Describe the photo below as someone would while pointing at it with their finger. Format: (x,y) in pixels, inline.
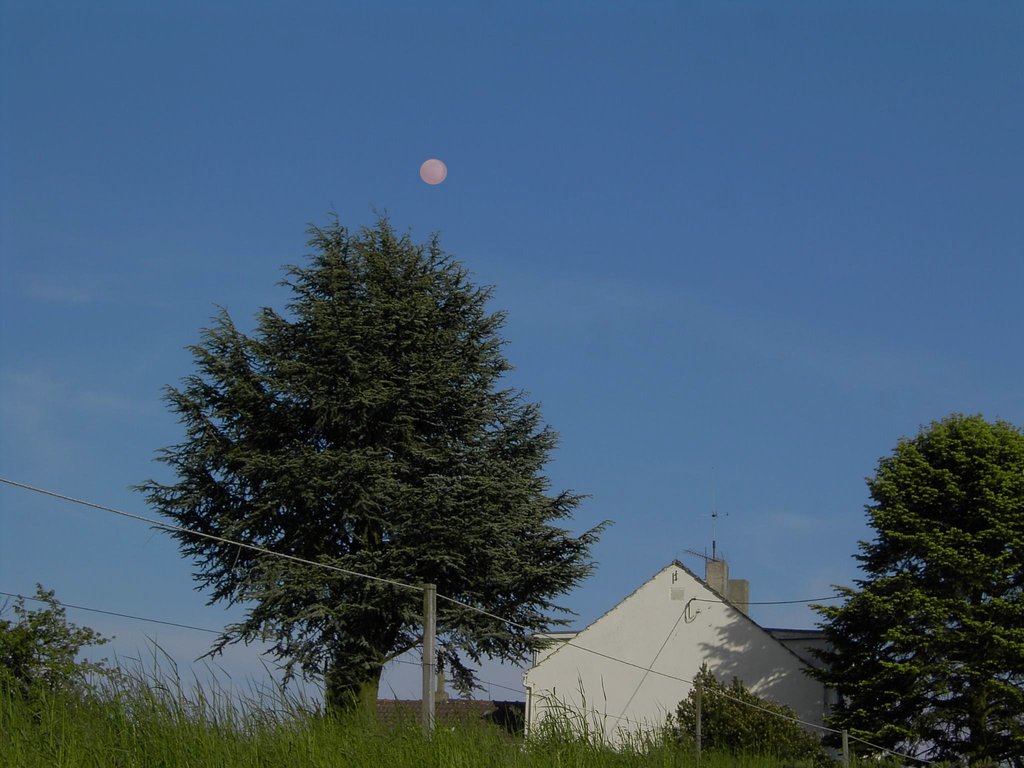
In the foreground (274,582) I can see grass (351,766), plants (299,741), fence (425,678), trees (939,686), houses (739,591). In the background (614,588) I can see the sky (607,604) and the moon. This image is taken may be during a day.
